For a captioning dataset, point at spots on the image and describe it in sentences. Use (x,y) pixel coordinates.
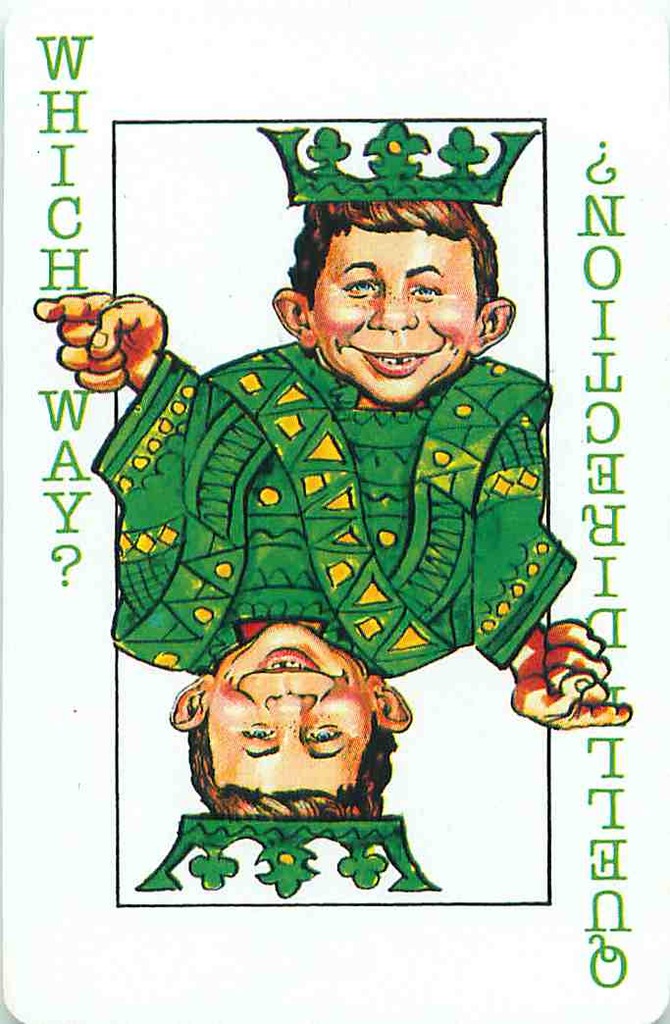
In this image I can see the card (145,954). On the card (260,545) I can see the print (321,545) of the person (317,527) with green color dress (263,476) and something is written on it.
